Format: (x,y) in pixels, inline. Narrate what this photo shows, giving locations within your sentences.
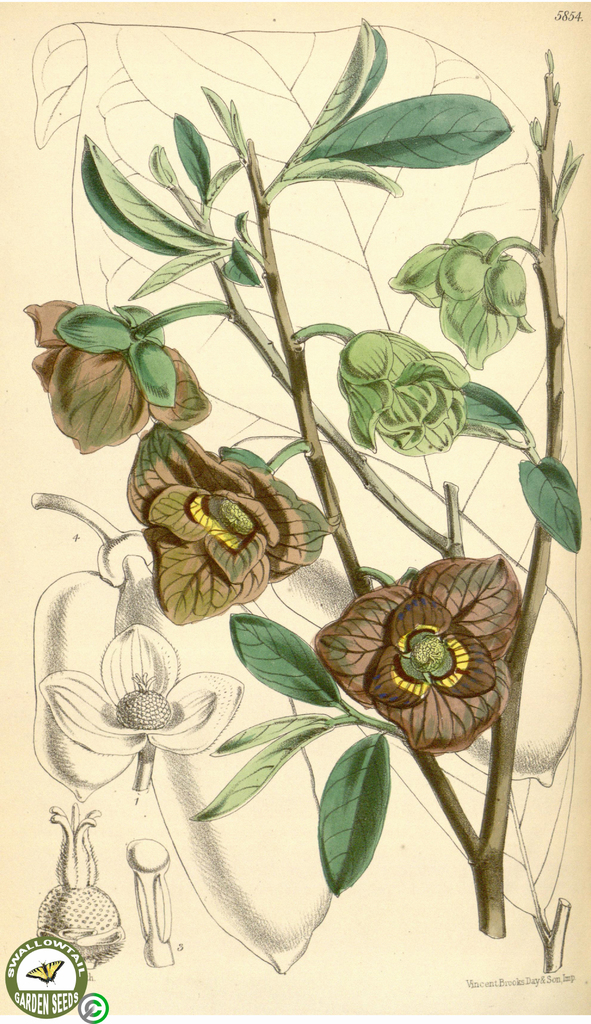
It is a painting. Here we can see flowers (144,691), leaves (178,41) and stems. At the bottom (544,980), we can see some text (530,982). Left side (47,988) bottom corner, there is a logo (65,961).
